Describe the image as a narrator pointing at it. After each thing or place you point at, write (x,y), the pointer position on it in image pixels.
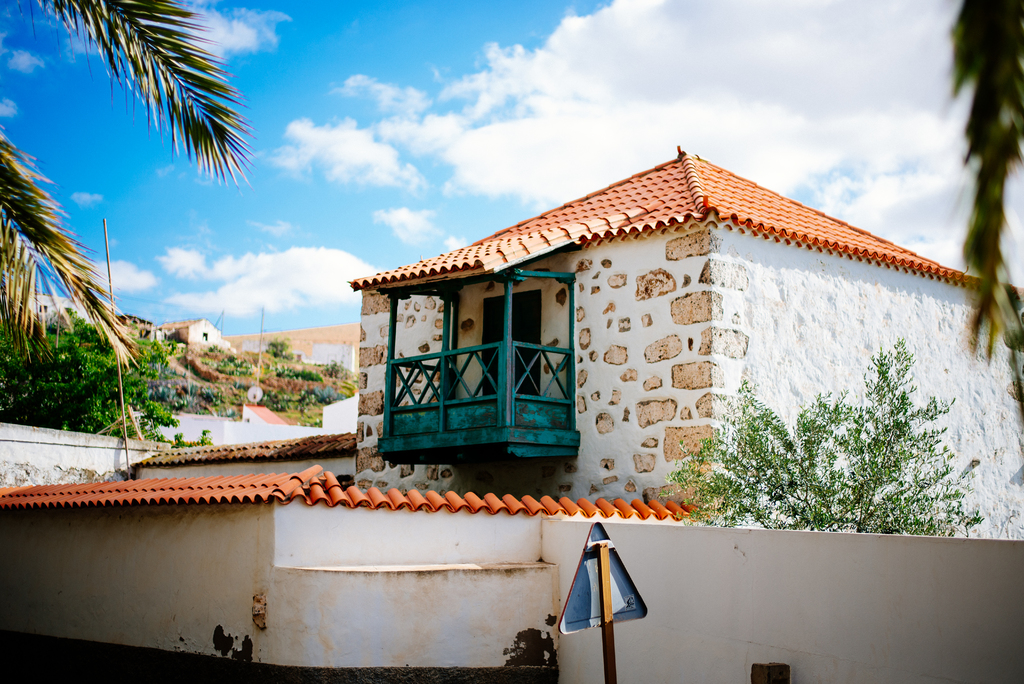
In this image we can see sky (287,124) with clouds (629,126), trees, buildings (208,337), sign boards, plants (859,487) and grills (529,365).
